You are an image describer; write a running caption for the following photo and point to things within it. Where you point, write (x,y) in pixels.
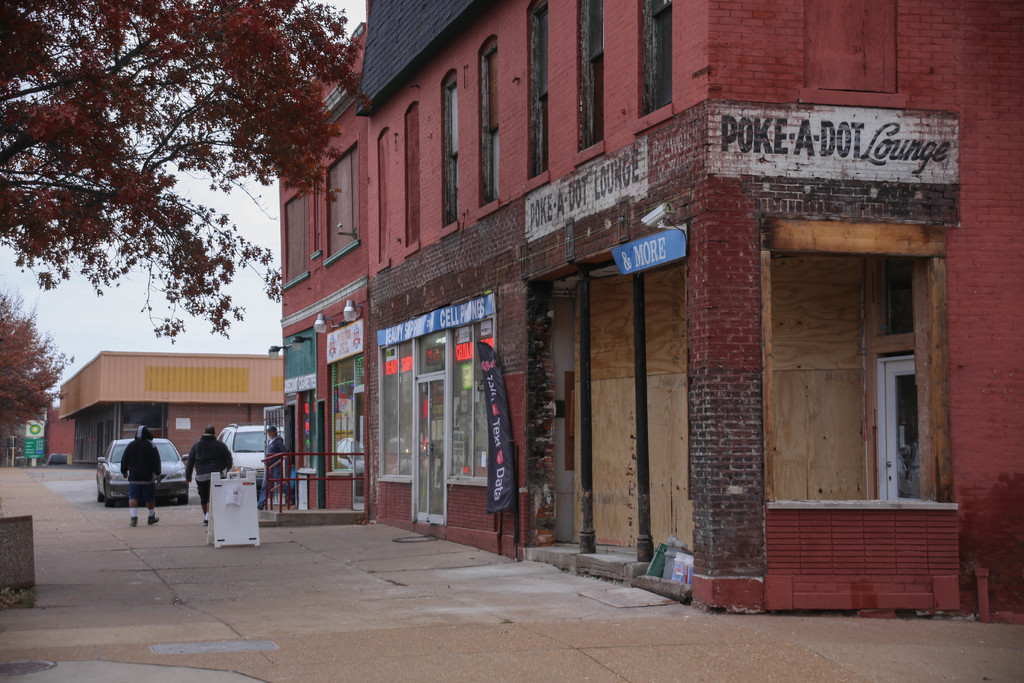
In this image we can see the building (751,65) on the right side (766,93). Here we can see the windows (481,138). Here we can see three persons (207,467) walking on the road (128,504). Here we can see two cars (230,436). Here we can see the trees (104,121) on the left side (99,222). In the background (220,361), we can see the shed housing (208,416).
